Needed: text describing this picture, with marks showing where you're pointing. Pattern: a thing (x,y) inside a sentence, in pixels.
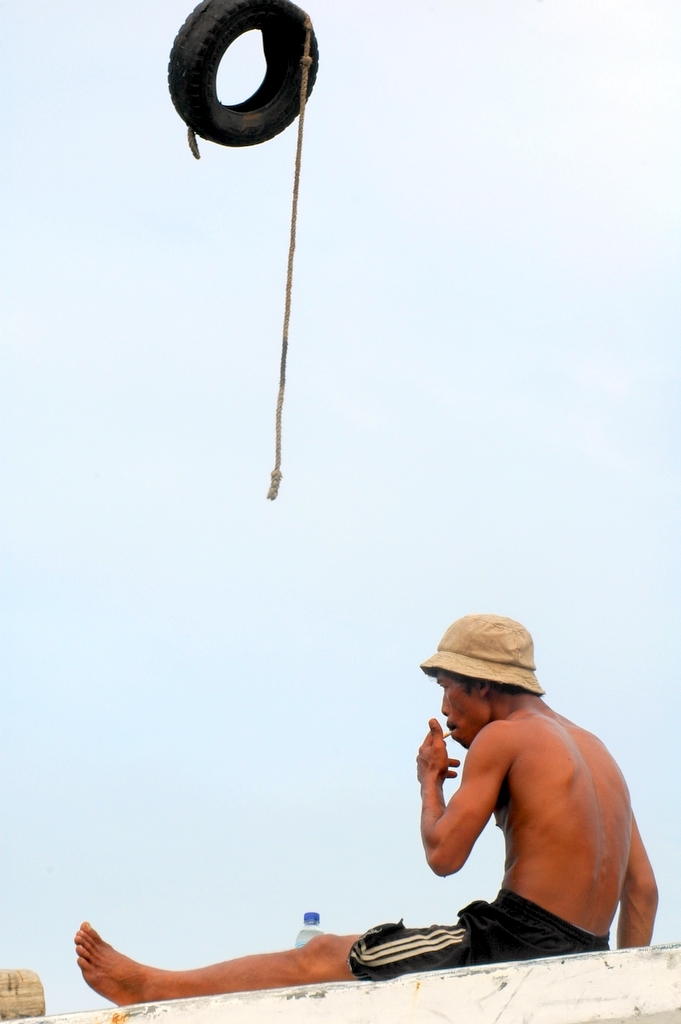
In this image there is a person (442,793) sitting and placing something (448,735) in his mouth (454,727), in front of him there is a water bottle (314,933). At the top of the image (188,90) there is a tyre (204,50) tied with a rope (288,297). In the background (273,526) there is a sky (392,594).
